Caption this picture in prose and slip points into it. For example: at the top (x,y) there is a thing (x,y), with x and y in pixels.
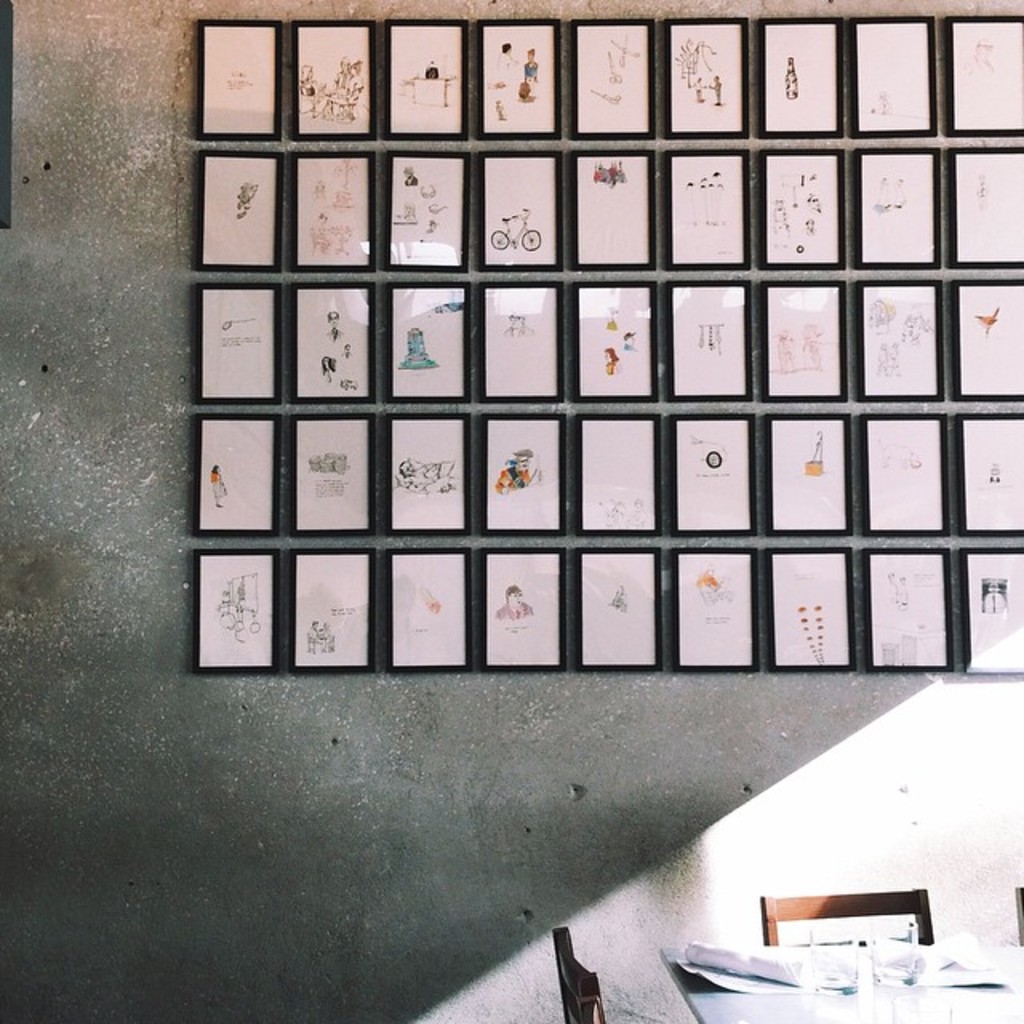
In this image there is a wall (383,912), on that wall (1010,840) there are photo frames (747,500), in front of the wall (756,817) there is a table (713,1005) on that table (700,1011) there are papers (947,965), around the table (903,993) there are chairs (565,989).
